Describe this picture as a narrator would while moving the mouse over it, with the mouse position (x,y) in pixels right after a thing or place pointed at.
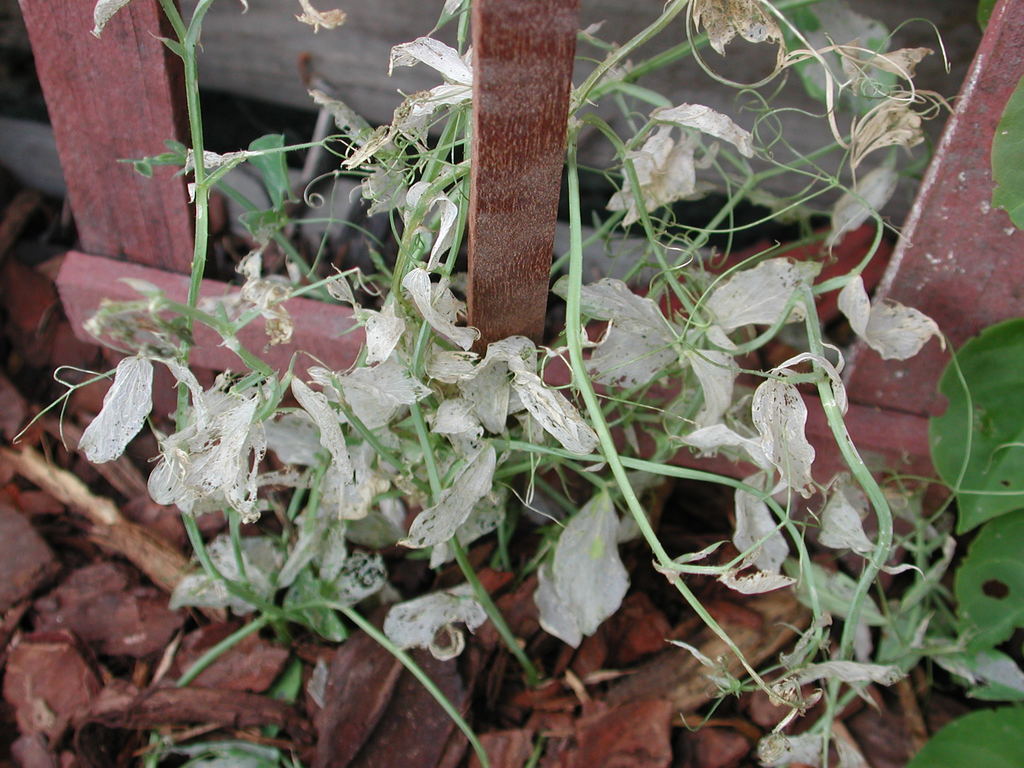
In this image there are dried leaves (305,422) with stems (388,458) around wooden sticks (171,285).
